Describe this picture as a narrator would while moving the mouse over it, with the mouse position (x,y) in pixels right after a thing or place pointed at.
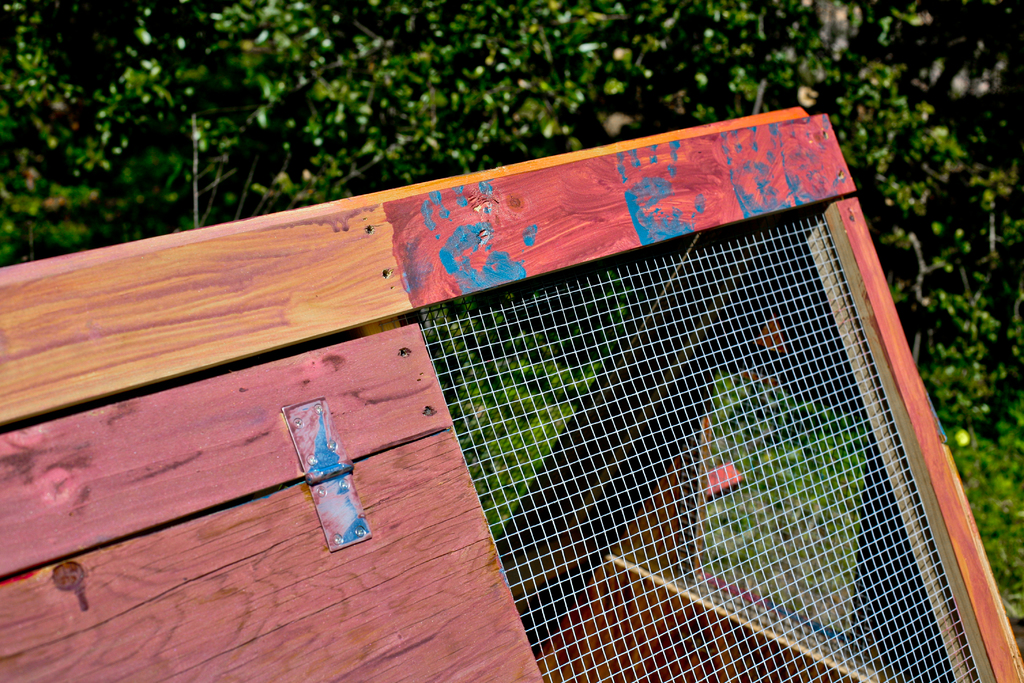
In this image, we can see a wooden door (330,483) and a net fence (759,496). In the background (445,146), we can see some trees (445,146).
